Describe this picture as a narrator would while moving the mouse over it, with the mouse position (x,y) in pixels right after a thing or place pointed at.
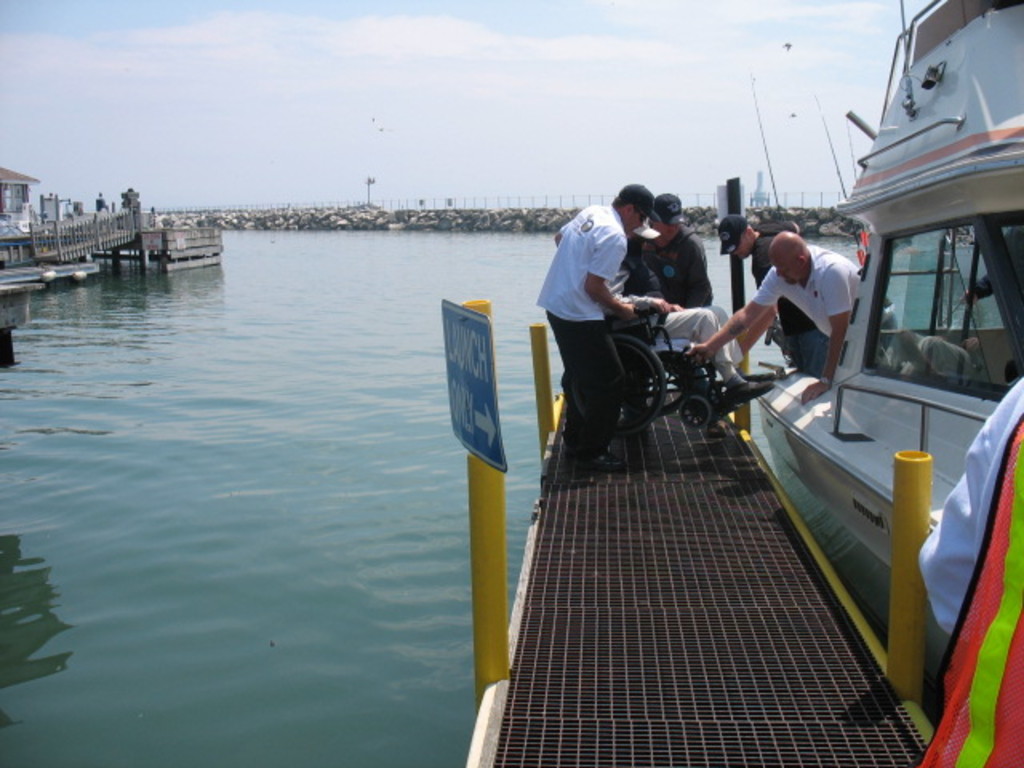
In this picture there is a man (682,312) who is sitting on the wheelchair (646,359). Beside her there are four persons (796,269) who are holding the chair (690,375). They are standing on the dock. In the center (457,316) there is a sign board (455,379) on the yellow pole (480,311). In the bottom right (949,557) there is a security man (997,572) who is standing near to the boat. On the left (15,242) I can see the wooden fencing (79,225), wall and house (20,199). In the back (691,227) I can see many stones (258,215), fencing (418,208) and street light (369,180). At the top (469,30) I can see the sky (403,21) and clouds (371,35). In the top right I can see some birds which are flying in the air (808,56). In the bottom left (153,723) there is a water (230,553).
